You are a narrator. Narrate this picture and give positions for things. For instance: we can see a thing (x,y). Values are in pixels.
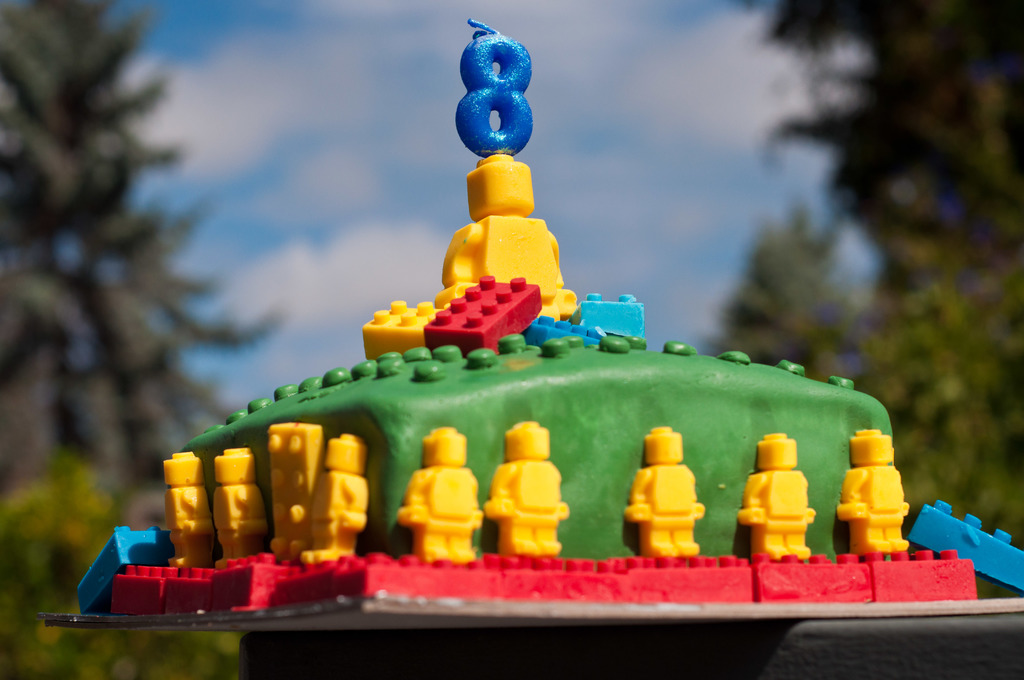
In this image in the center (636,418) there is one cake (496,498), and in the background (303,341) there are some trees (893,174) and sky (622,167).
